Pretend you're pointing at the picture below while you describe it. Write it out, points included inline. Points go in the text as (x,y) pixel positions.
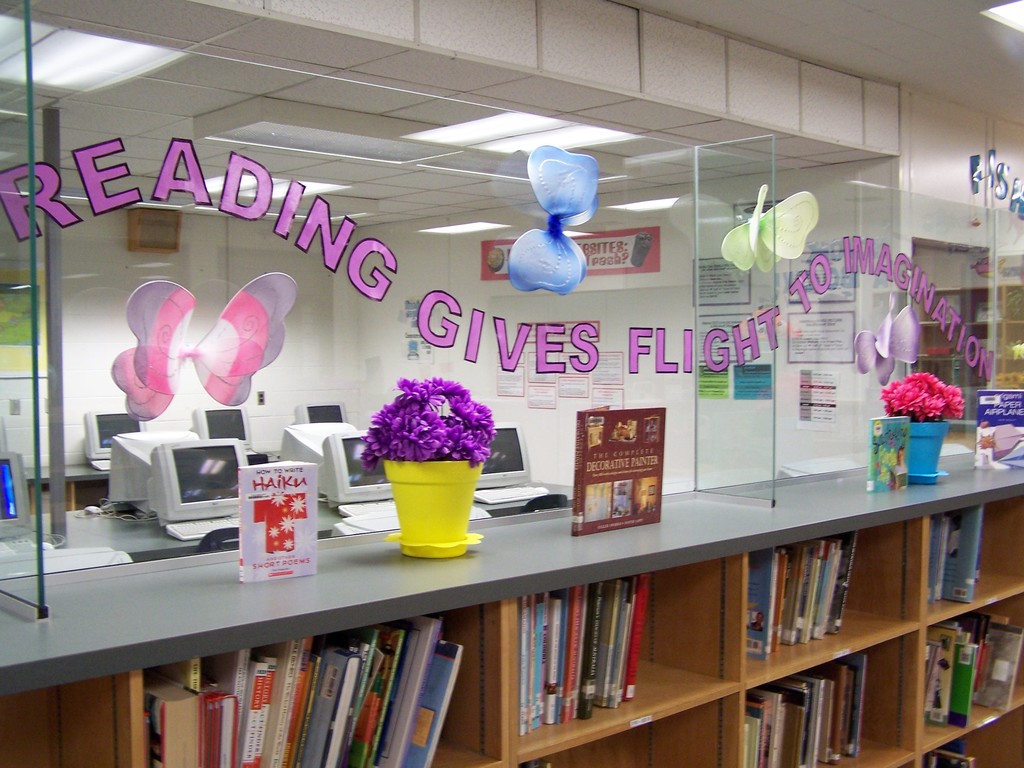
In this image at the bottom (347,690) there are some book racks (868,679), in that book racks (697,631) there are some books (398,685). In the center (606,510) there is a table (115,596), on the table (1020,471) there are some flower pots (420,491), plants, books (898,452) and there is a glass window (697,403). On the window (357,313) there is a text (920,291) and through the windows (40,521) we could see some monitors (136,468), wall (268,245) and some posters (819,316) on the wall (256,428). At the top of the image (769,101) there is a wall (761,92) and ceiling (936,68).
